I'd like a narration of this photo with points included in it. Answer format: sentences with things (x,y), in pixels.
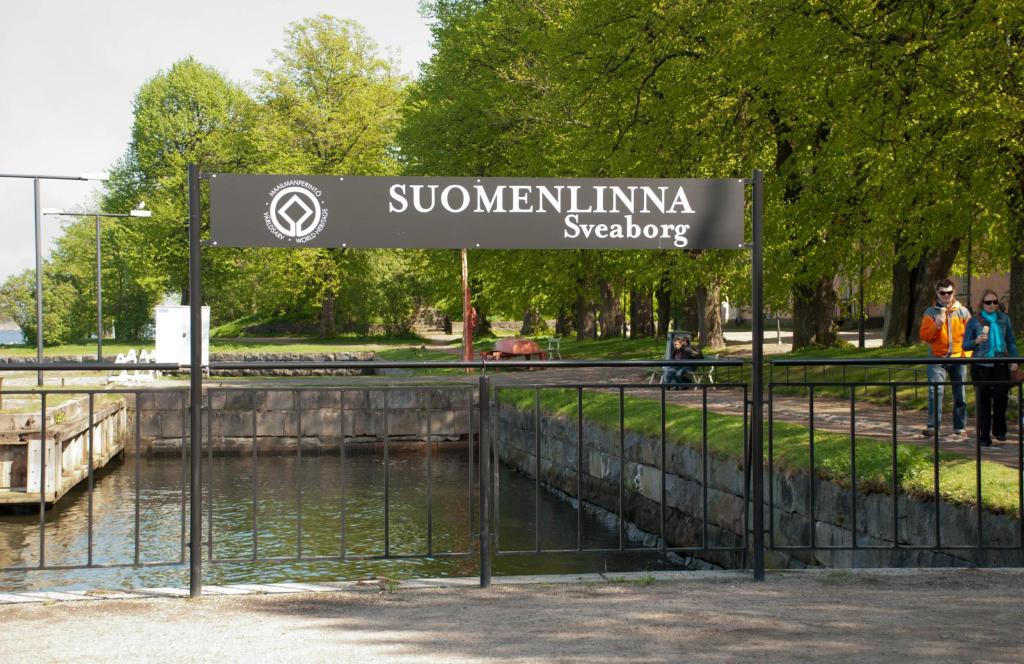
In the picture I can see a board (223,243) on which I can see some text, I can see fence (494,533), water (396,481), people (983,397) walking on the road (886,431) and there on the right side of the image (686,370), I can see people (687,357) sitting on the wooden benches (711,370), I can see trees (990,69), poles (755,368) and the sky (99,124) in the background (506,82).
